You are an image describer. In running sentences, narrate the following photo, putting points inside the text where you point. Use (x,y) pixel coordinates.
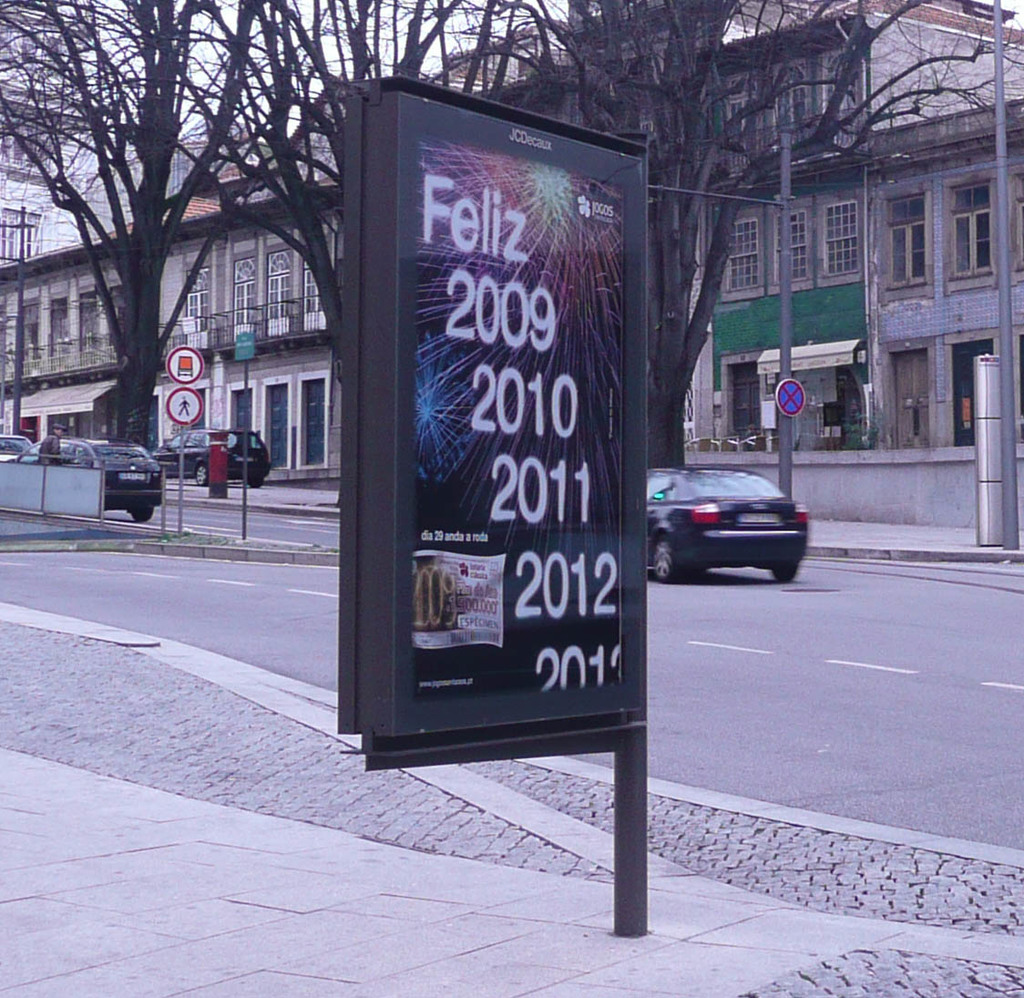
In this image I can see a black colored pole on the sidewalk (687,861) and the black colored board (409,145) attached to the pole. In the background (771,546) I can see few cars (786,553) on the road (759,641), few sign boards (787,394), few trees (79,105), a building (813,372) and the sky (408,2).
